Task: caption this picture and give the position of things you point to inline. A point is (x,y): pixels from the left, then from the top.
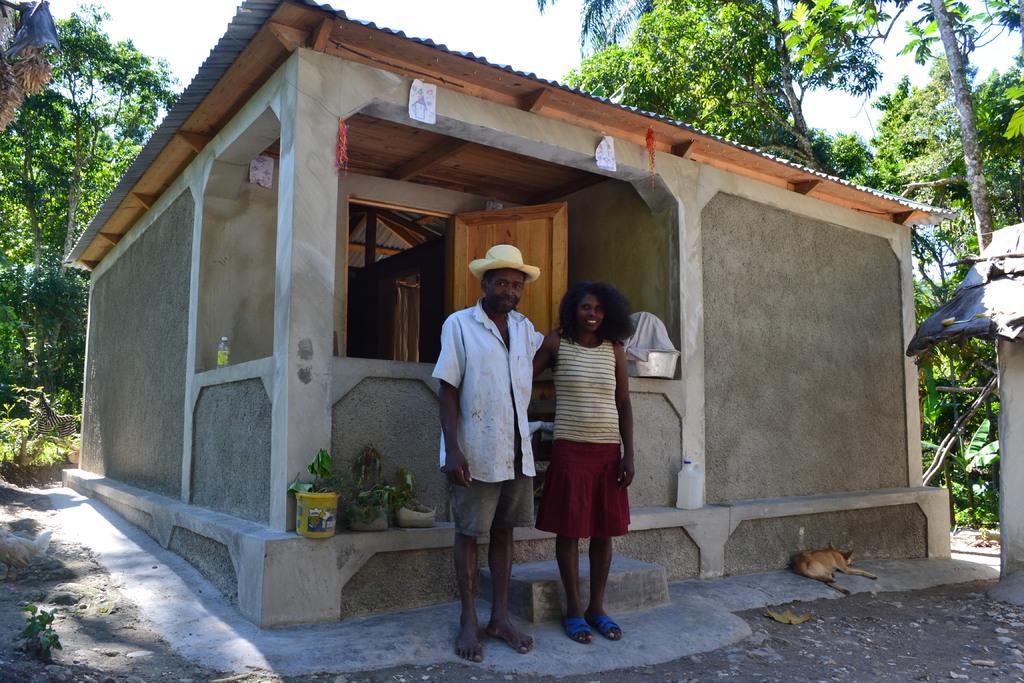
In this picture I can see there is a man (510,433) and a woman (586,329), they are standing and in the backdrop (154,78) there is a building (541,602) and there are trees (58,94).
